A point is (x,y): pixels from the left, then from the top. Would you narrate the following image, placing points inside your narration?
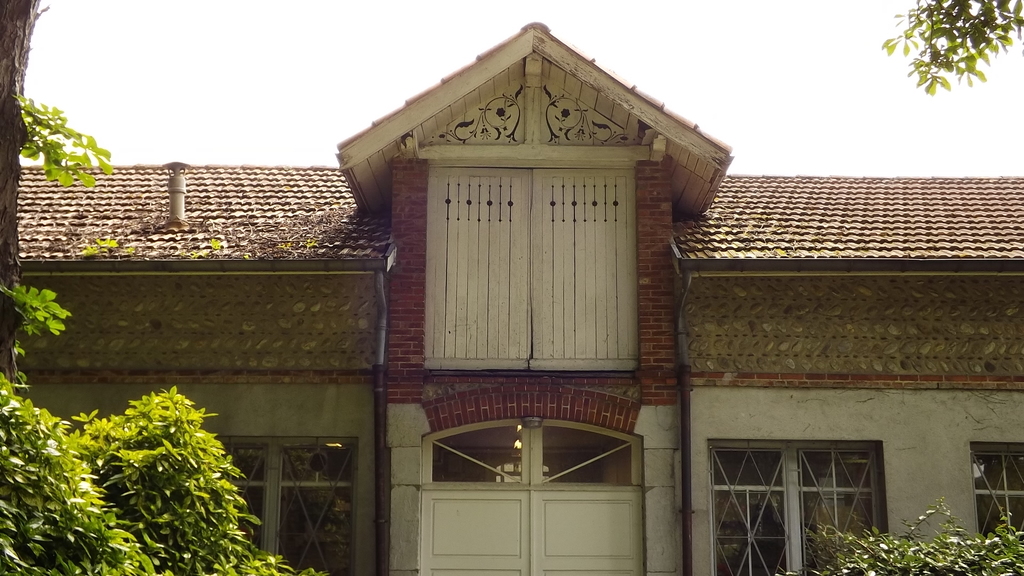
This image is taken outdoors. At the top of the image (250,25) there is the sky (218,19). In the middle of the image (390,316) there is a house (746,404) with walls (875,436), windows (312,480), a roof (775,246) and a door (533,484). On the left (116,533) and right sides of the image there are two trees (0,73) and a few plants (115,516) with leaves (825,533).
